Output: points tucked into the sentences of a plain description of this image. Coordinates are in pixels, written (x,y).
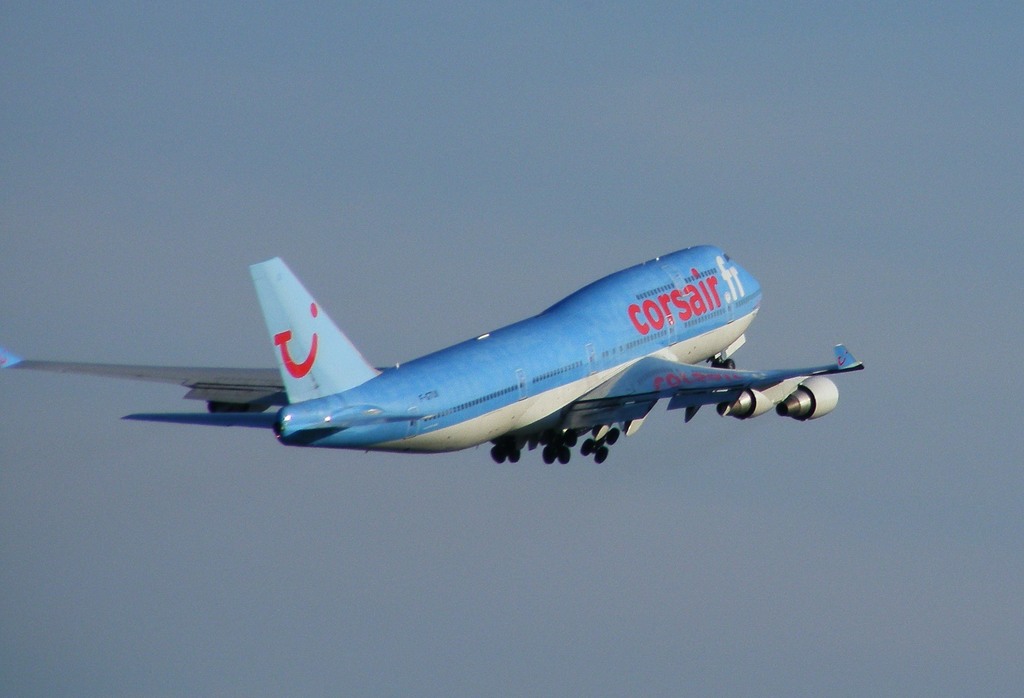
Plane (523,373) is flying in the air (604,122). These are wings (623,417). Background (604,122) we can see the sky (551,141). Sky (487,144) is in blue color.
